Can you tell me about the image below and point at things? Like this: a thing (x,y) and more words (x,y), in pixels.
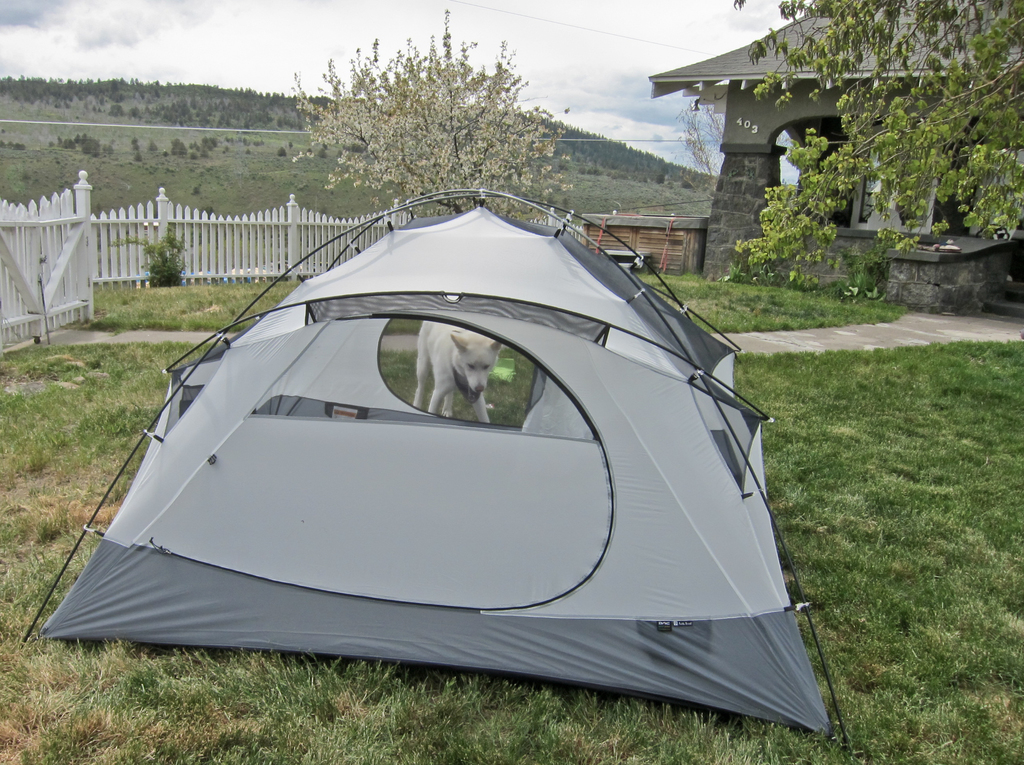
In this image there is a tent (524,491) present on the grass (418,700). Image also consists of a house (744,126), fence (202,221) and also dog (449,367). We can also see trees (459,143). At the top (97,46) there is sky (226,31) with clouds (264,22).
